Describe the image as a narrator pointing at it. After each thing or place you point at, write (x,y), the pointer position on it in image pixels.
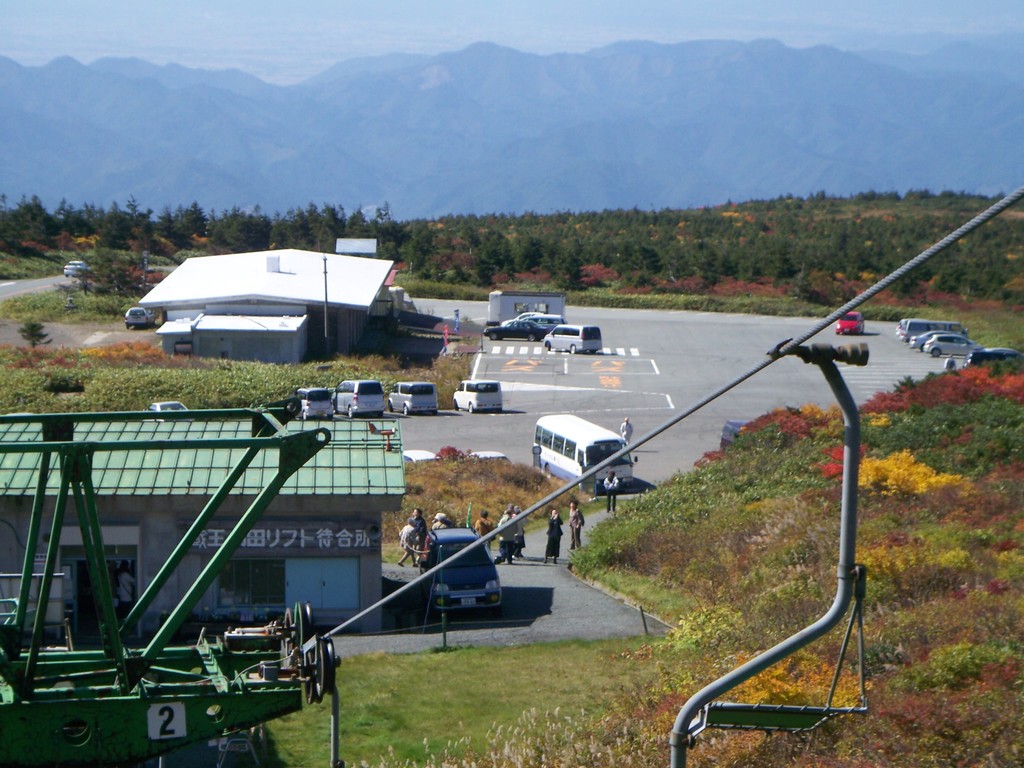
In this image we can see some vehicles (571,435), sheds (344,579), plants (815,563), trees (332,251), mountains (500,166), rope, poles (252,451), also we can see the sky (185,30).
